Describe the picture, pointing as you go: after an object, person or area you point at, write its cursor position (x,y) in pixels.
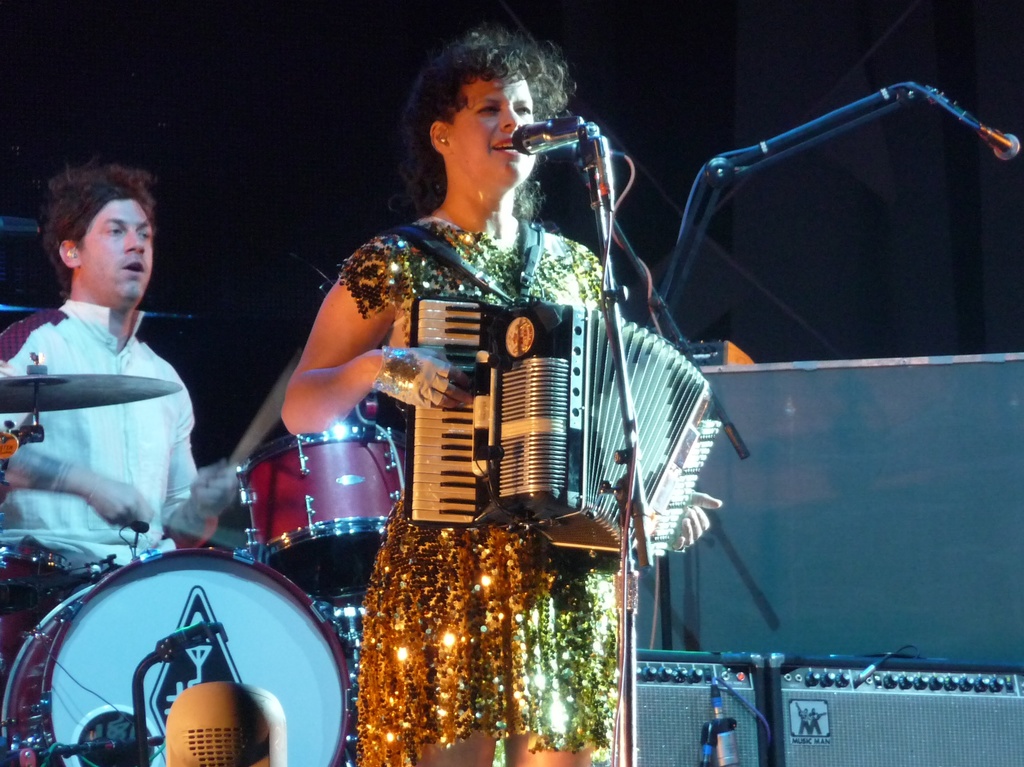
A woman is standing and playing the musical instrument (582,412), she wore a golden color dress (503,571). In the left side (143,423) a man (195,467) is beating the drums (325,478). He wore a white color shirt (182,450).
